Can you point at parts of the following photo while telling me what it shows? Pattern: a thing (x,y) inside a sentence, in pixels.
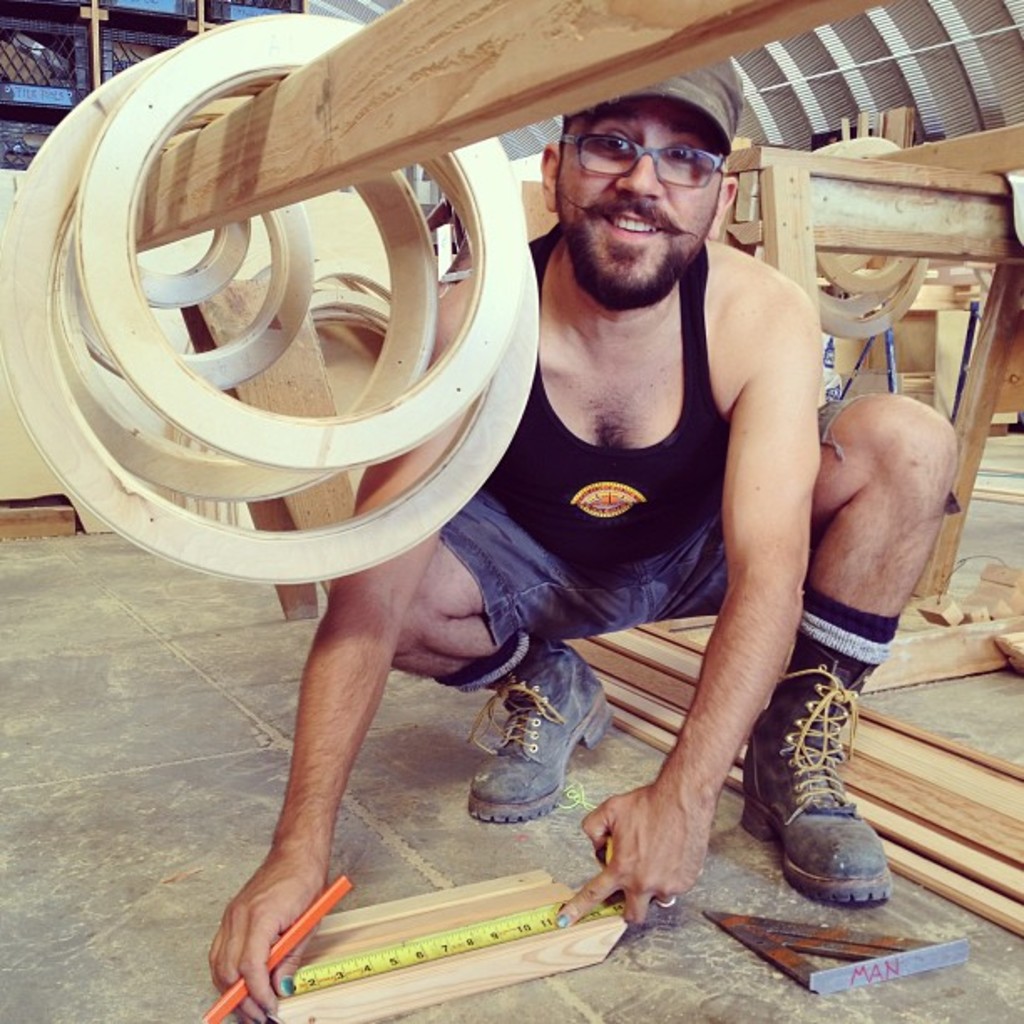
In the center of the image (504,500), we can see a person (640,240) wearing a cap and glasses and holding a scale (592,913) and a pencil (311,923) and there are wooden rings (873,278), sticks (867,733) and some other objects (921,952) which are made. In the background (851,95), there is a grill (68,70) and we can see roof (752,62). At the bottom (126,756), there is floor (116,839).
